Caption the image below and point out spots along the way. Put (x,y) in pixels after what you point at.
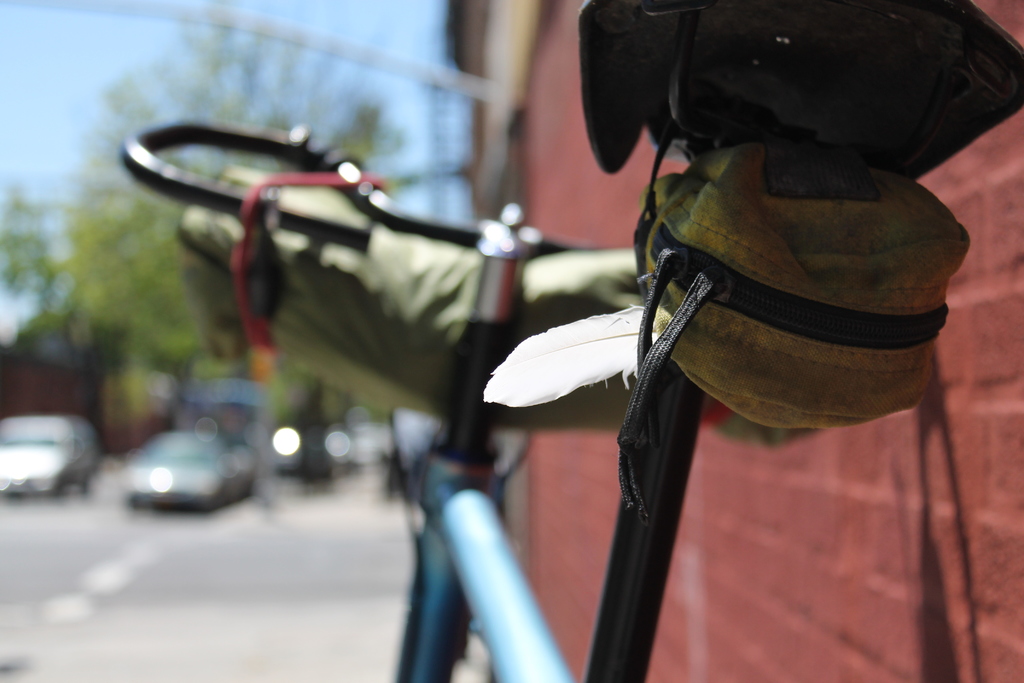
In this image I can see a bicycle (497,572) which is blue and black in color and a green colored object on the bicycle (614,161). I can see the road (237,587), few vehicles (193,489) on the road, few trees (172,338) and a building (529,193). In the background (5,73) I can see the sky (8,59).
